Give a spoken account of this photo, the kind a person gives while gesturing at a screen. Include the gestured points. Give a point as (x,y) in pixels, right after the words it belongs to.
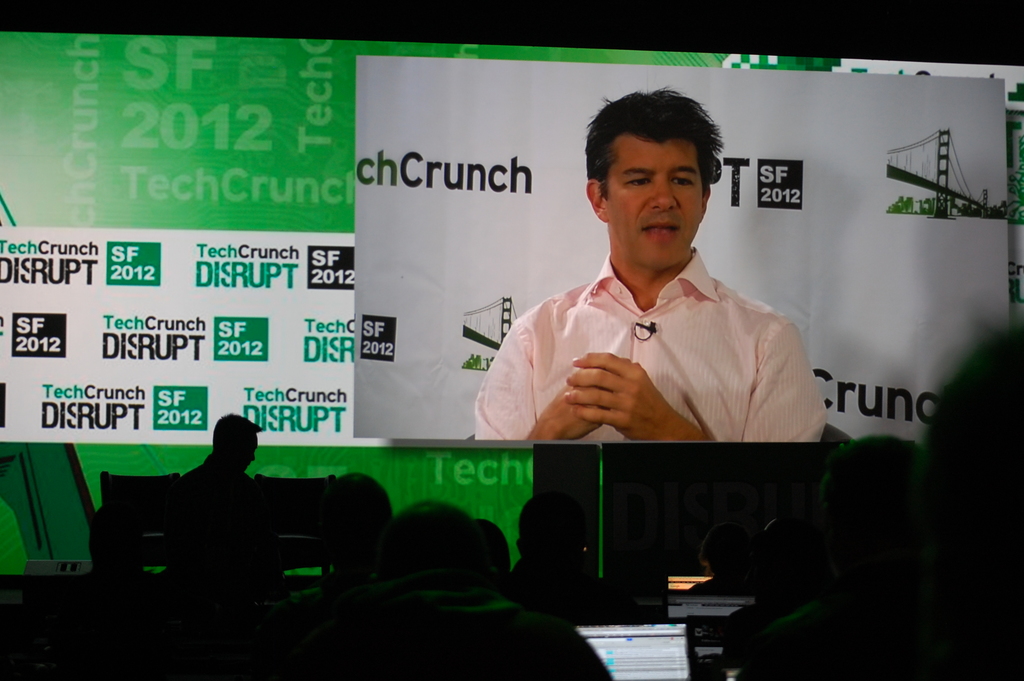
This image consists of a man (638,353) talking. In the background (362,302), there is a banner (217,370). At the bottom (380,577), there are many people (716,552) sitting. In the middle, there is a laptop (640,645).
